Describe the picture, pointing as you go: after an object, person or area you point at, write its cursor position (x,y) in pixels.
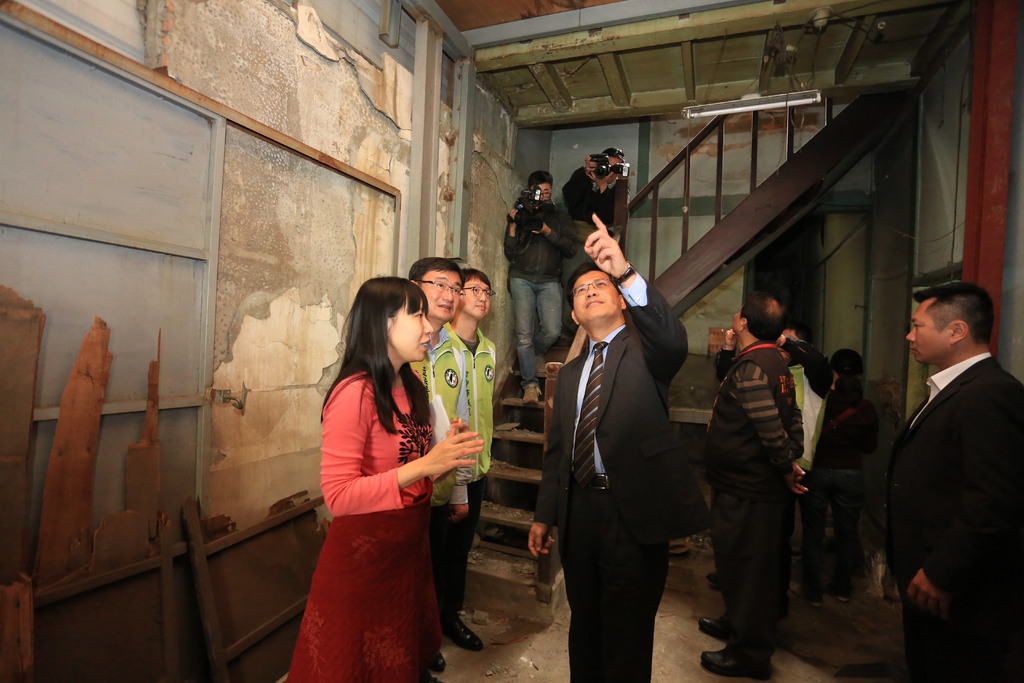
This picture is clicked inside. In the foreground (380,486) we can see the group of persons (340,471) standing on the ground (797,597). In the background (584,184) we can see the two persons (561,213) seems to be standing on the stairs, holding cameras (605,172) and taking pictures. At the top (633,71) there is a roof (595,67) and we can see the light (725,113), staircase (806,185) and some other objects (995,270).
